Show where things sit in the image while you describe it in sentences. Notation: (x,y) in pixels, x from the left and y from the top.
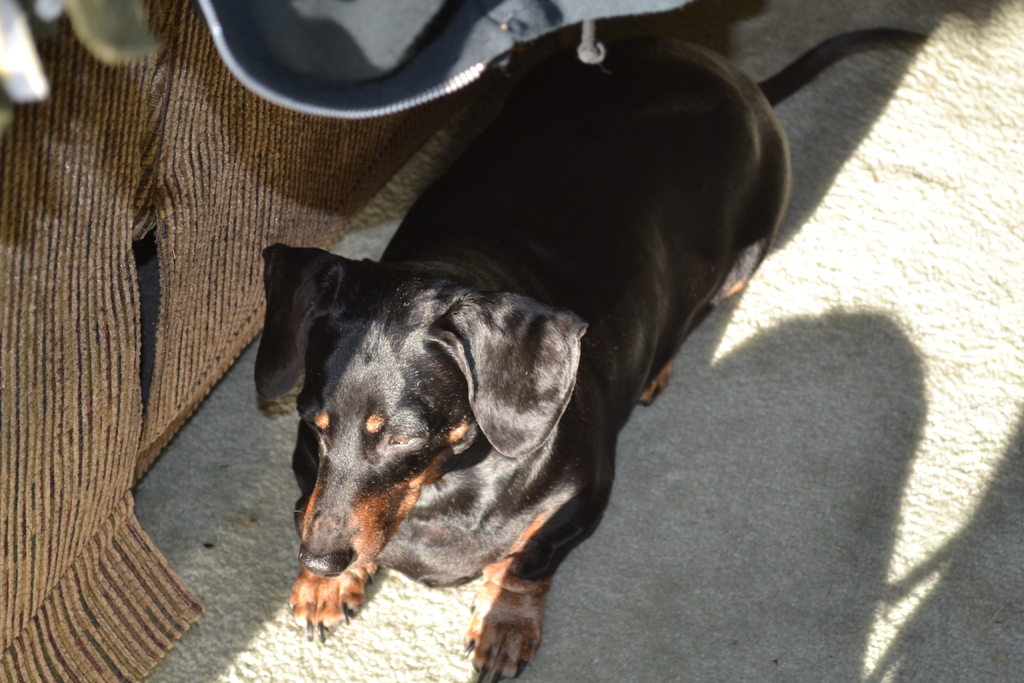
In this image I can see a black colour dog (646,396) and shadows (805,517).
